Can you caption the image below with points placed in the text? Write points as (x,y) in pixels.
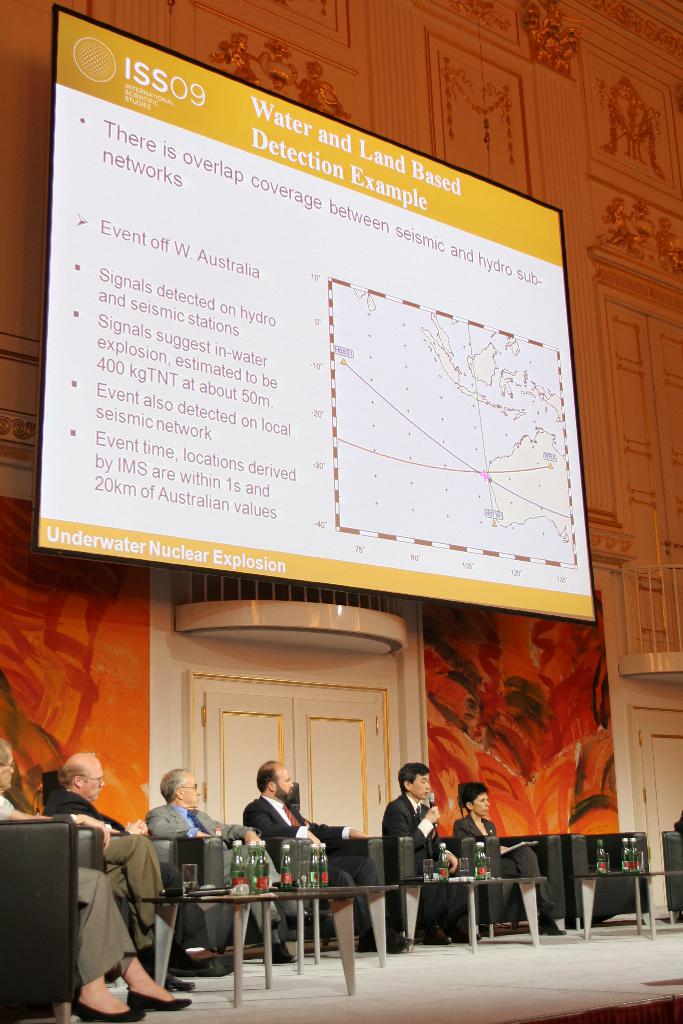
They are so many people (53,814) sitting on a chair (577,871) behind the tables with the water bottles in it above them there is a big screen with ISS09 content (286,511).
